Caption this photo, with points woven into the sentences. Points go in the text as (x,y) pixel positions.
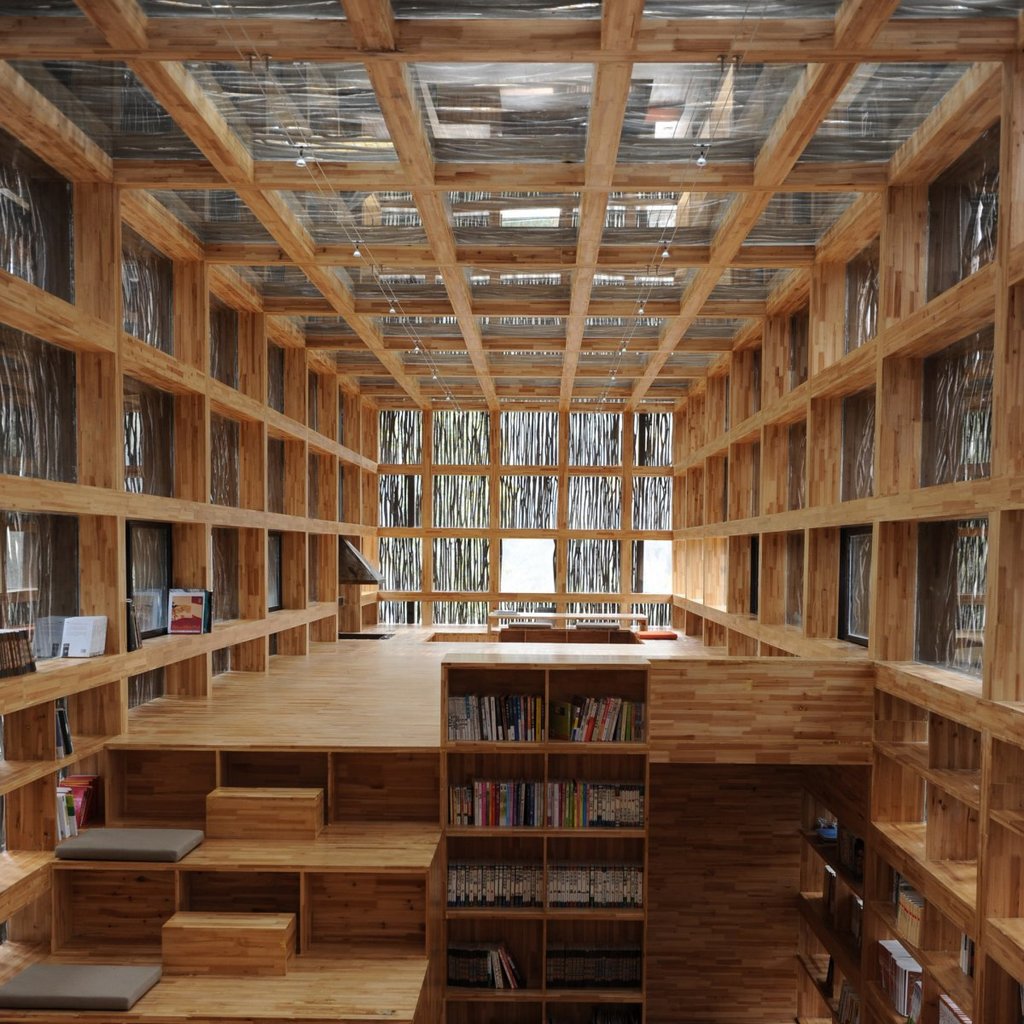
In this picture we can see books (643,722) in wooden racks (491,907) and objects (59,651) on tables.
